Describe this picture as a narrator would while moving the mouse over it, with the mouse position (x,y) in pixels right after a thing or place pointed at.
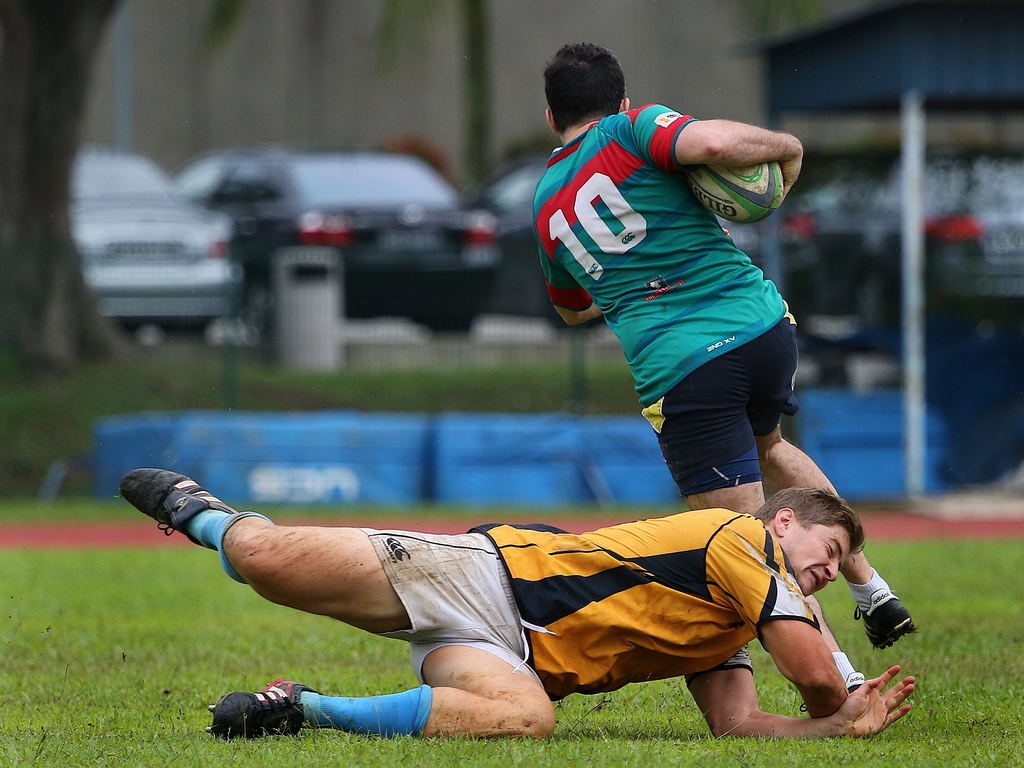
In this image we can see a person (658,575) wearing yellow t-shirt (598,571) is lying on the ground (824,593). The person (676,253) wearing green t-shirt (680,340) is running while holding a ball (757,212) in his hands (789,181). In the background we can see cars (202,288) and a tree (46,188).
